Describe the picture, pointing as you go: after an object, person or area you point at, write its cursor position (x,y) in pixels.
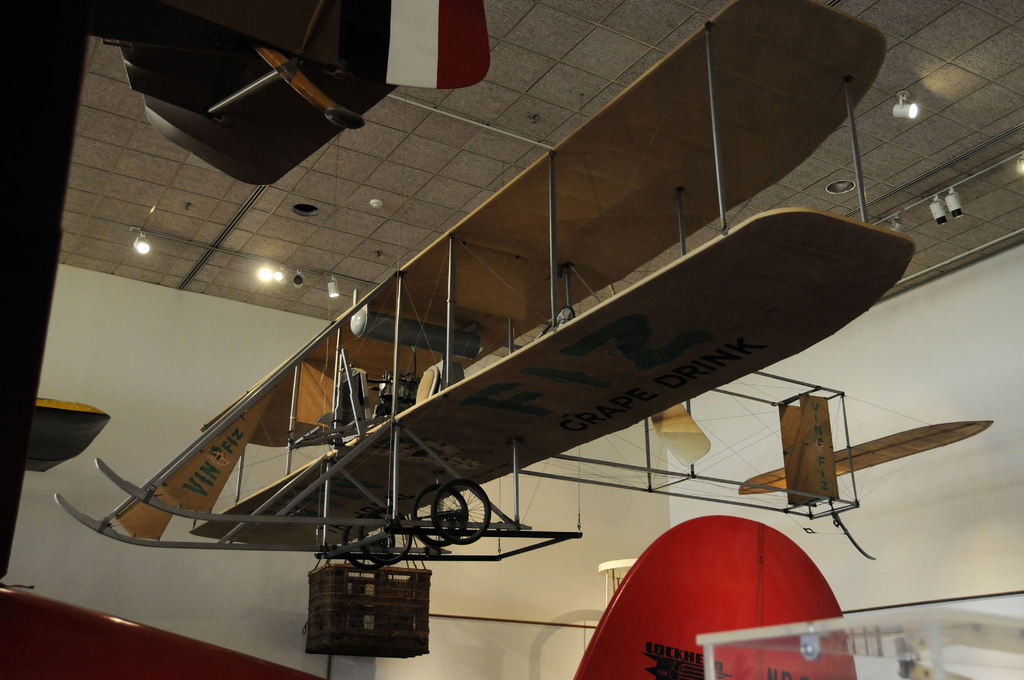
In this image we can see an aircraft (585,362). There is some text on the aircraft (541,368). There are few objects (730,669) in the image.
